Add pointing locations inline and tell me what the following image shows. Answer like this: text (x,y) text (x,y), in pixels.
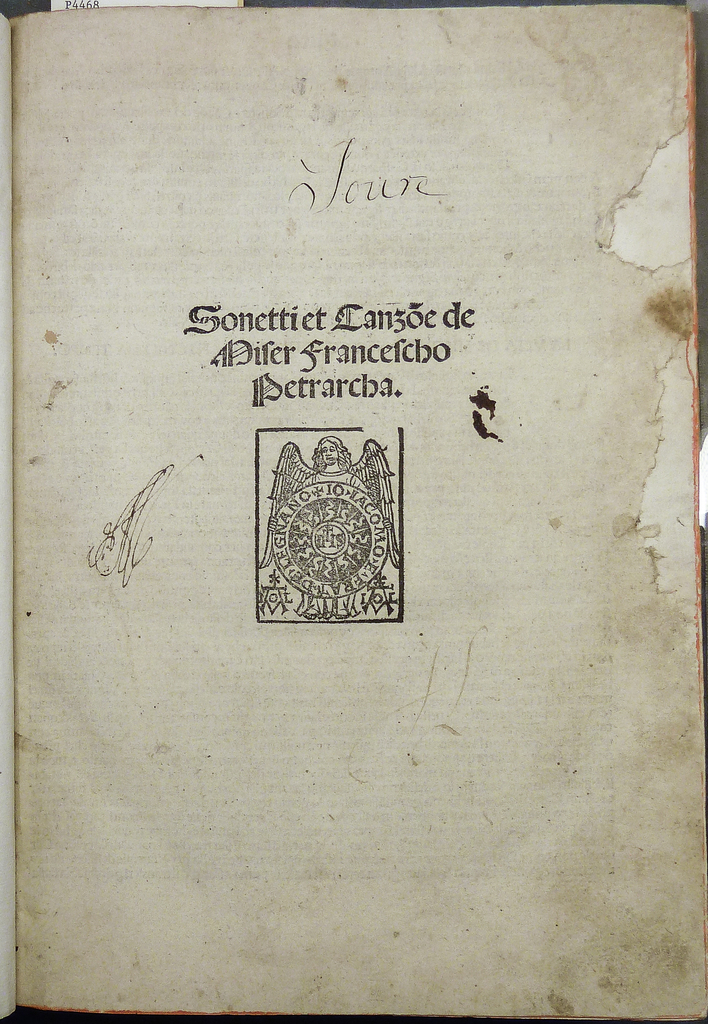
In this picture there is a book (498,50). There is text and there is a picture (272,520) of a person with wings (279,486) is holding the object (291,514) on the paper (385,519).
